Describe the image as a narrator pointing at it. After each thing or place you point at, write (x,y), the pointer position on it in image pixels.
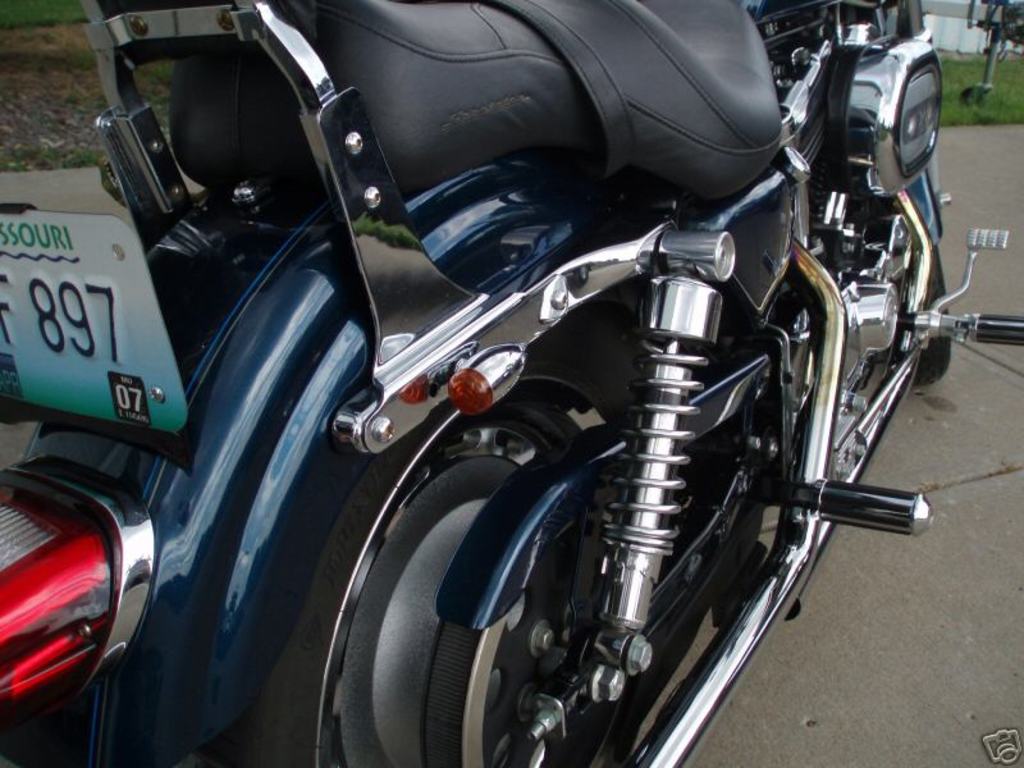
In the image there is a motorbike (878,497) on the road (975,477) and in the back (961,105) there is grassland (978,71).
